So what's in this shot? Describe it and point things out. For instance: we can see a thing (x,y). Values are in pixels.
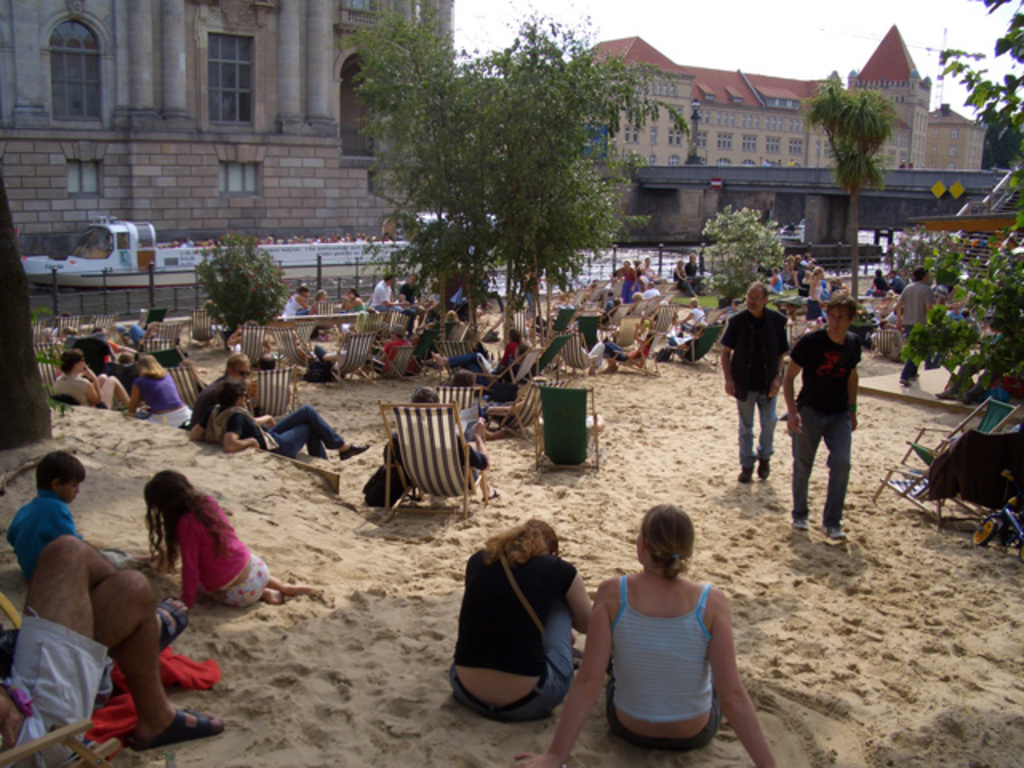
In the image in the center (397,337), we can see a few people (120,367) are sitting and few people (753,388) are standing. And we can see trees (533,232), fences (129,292), water (143,292), boats (109,260), outdoor relax chairs (510,369), etc. In the background (482,48), we can see the sky (689,19), clouds (674,48), buildings (733,82), windows (95,105), pillars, wall (309,200), roof (867,68) and bridge (776,193).
